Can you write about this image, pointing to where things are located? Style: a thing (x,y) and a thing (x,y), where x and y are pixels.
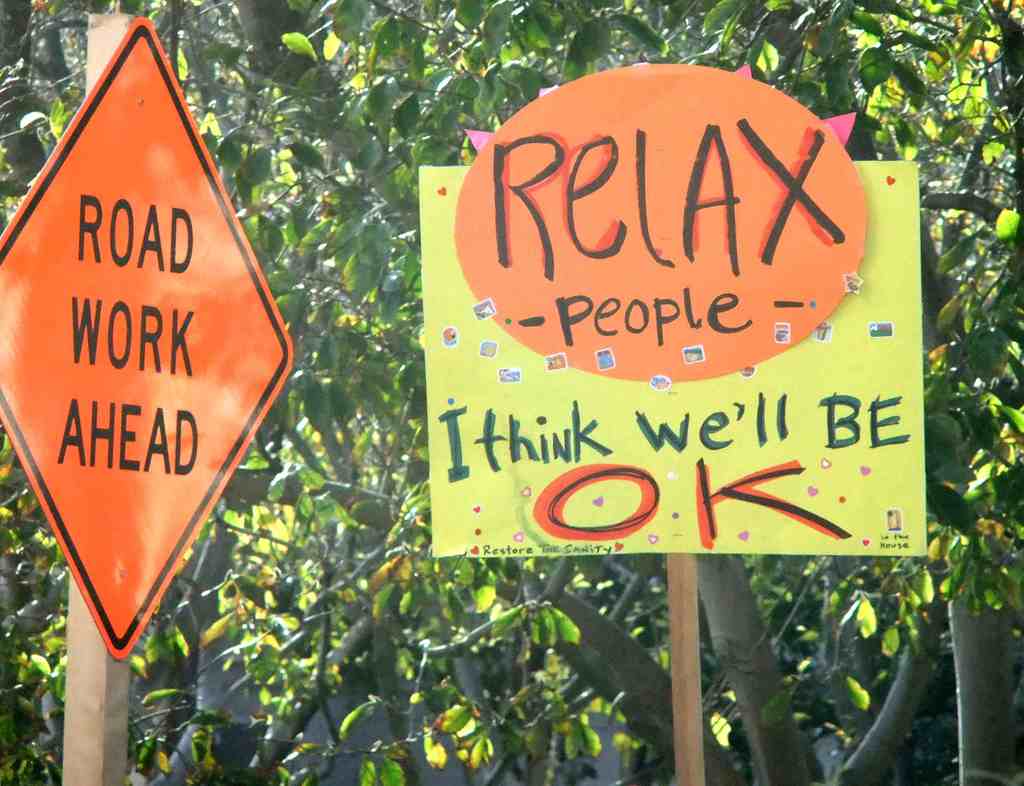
In this image I can see two boards (630,226) attached to the wooden sticks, they are in orange and yellow color. Background (324,542) I can see trees (883,20) in green color.
